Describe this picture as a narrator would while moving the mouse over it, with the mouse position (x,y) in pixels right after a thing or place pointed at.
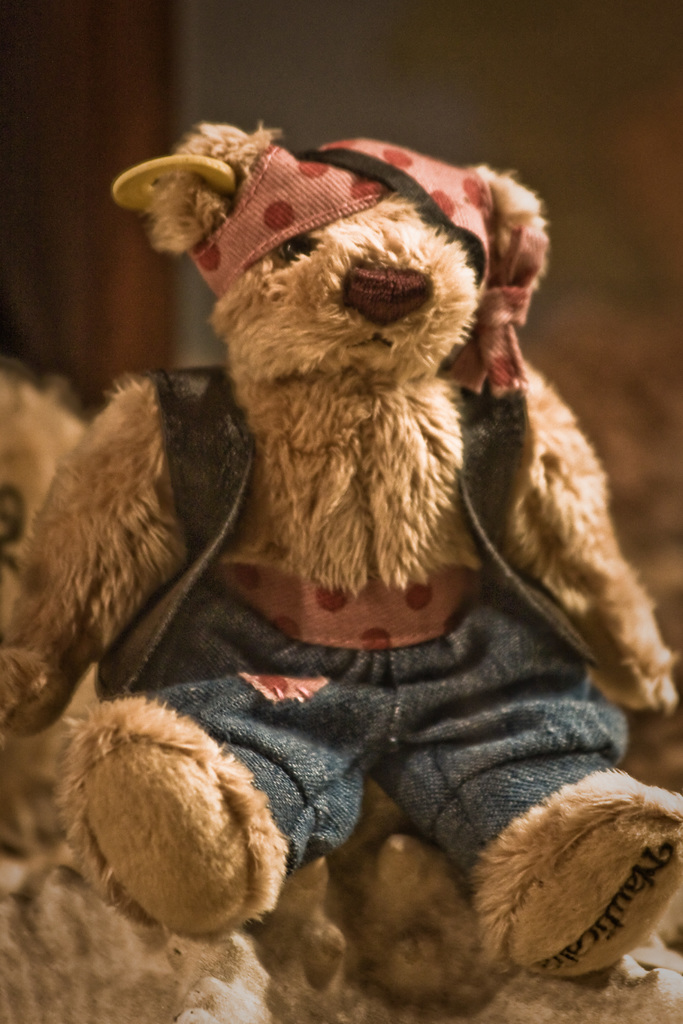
In this image I can see a teddy bear (309,754) in brown color.
